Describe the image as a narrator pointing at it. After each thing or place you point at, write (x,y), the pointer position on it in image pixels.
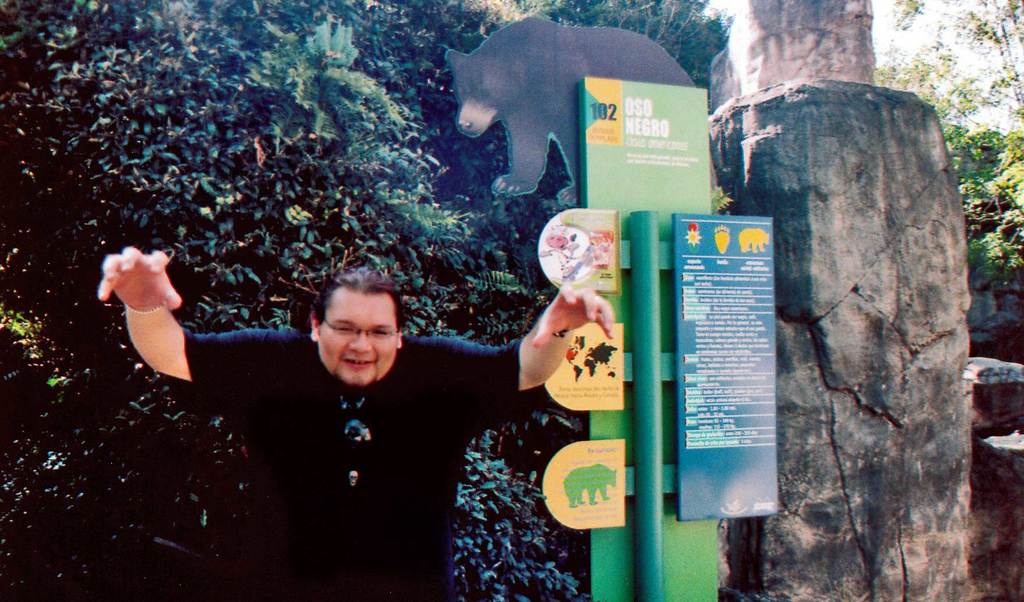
In this image in front (479,379) there is a person (421,454). Behind him there is a board (615,548). In the background of the image (249,19) there are trees (276,73) and rocks (798,306).
